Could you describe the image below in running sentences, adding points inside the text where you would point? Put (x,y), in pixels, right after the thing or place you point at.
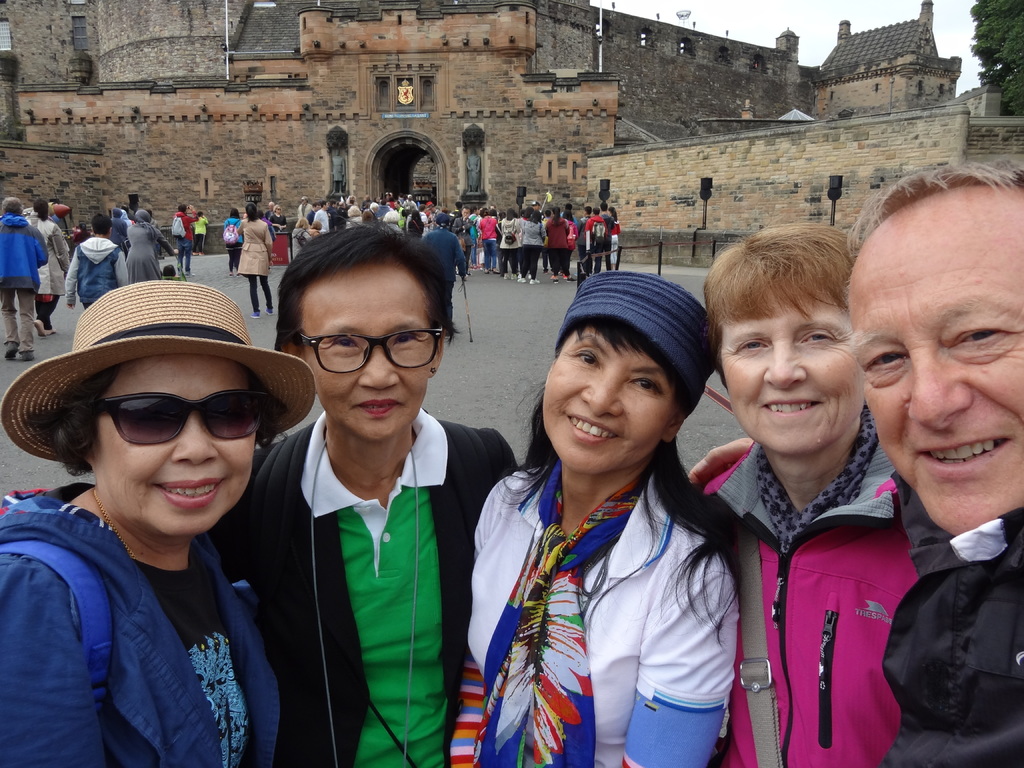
In front of the picture, we see a man (918,523) and four women (507,516) are standing. All of them are smiling and they are posing for the photo. In the middle (555,264), we see the people (268,242) are standing. Beside them, we see the barrier poles (585,257). We see a man (444,238) is holding a stick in his hands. On the right side (1021,20), we see the poles (835,194) and the trees (1006,66). In the background (646,59), we see a castle (687,145). At the top (710,16), we see the sky (731,20).
